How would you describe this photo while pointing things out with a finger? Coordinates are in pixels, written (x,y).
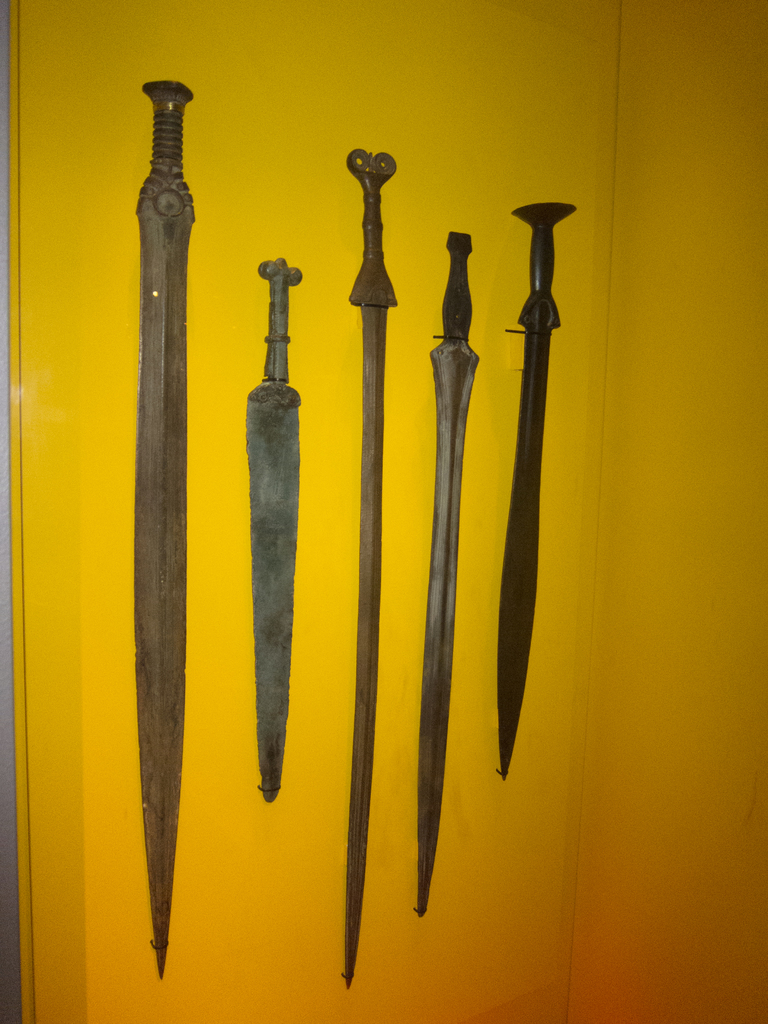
In this picture we can see five swords (183,641) on the wall (579,353).
